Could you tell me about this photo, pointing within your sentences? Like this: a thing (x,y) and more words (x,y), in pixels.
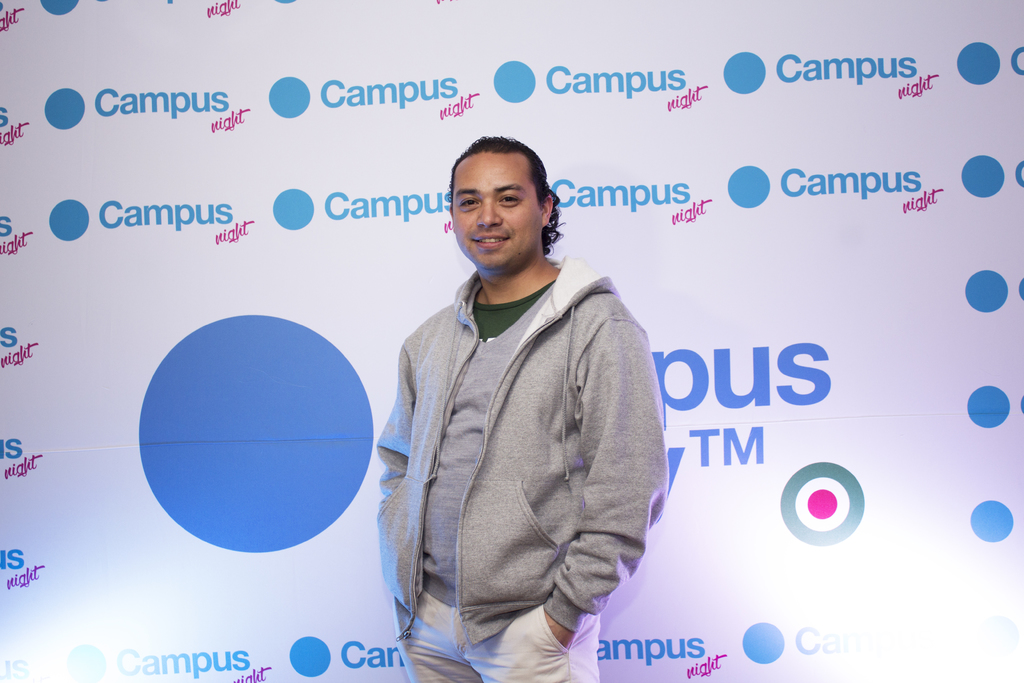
In this image, in the middle (610,336), we can see a man (589,334) wearing a gray color jacket (619,349) is standing. In the background (988,475), we can see a hoarding (679,494).
